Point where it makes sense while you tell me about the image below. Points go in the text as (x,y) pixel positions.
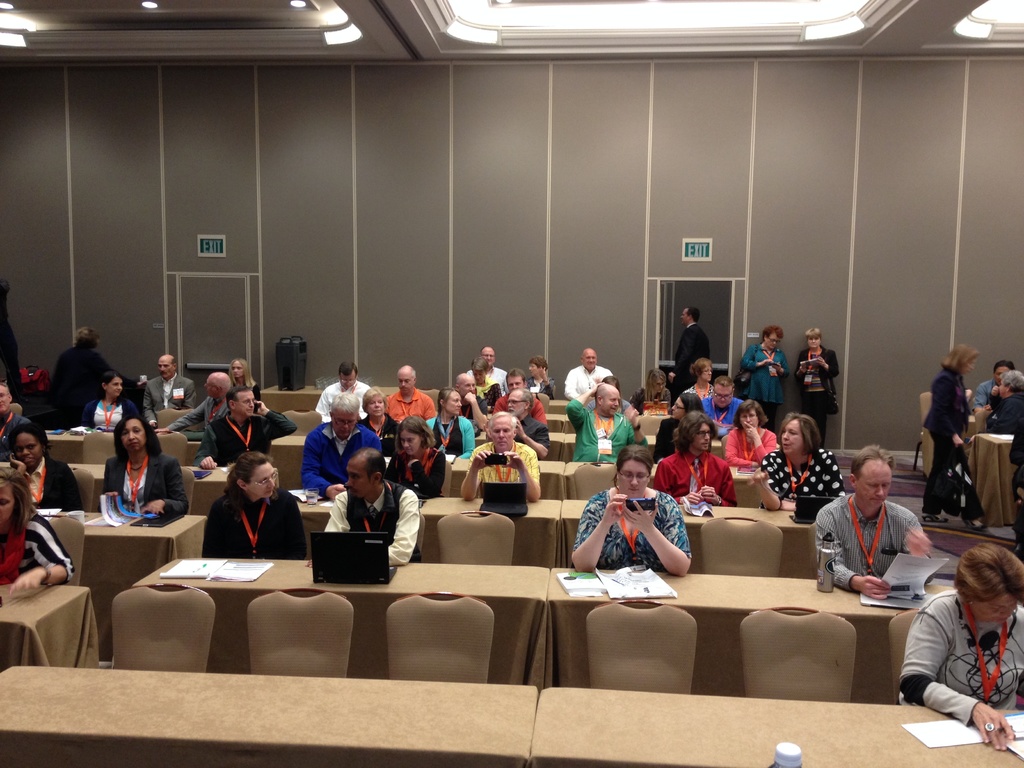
In this image I can see number of people (812,468) where few are standing and rest all are sitting. I can see a laptop (333,565) in front of a man (398,507). In the background (489,177) I can see a wall (623,291) with exit written on it.
